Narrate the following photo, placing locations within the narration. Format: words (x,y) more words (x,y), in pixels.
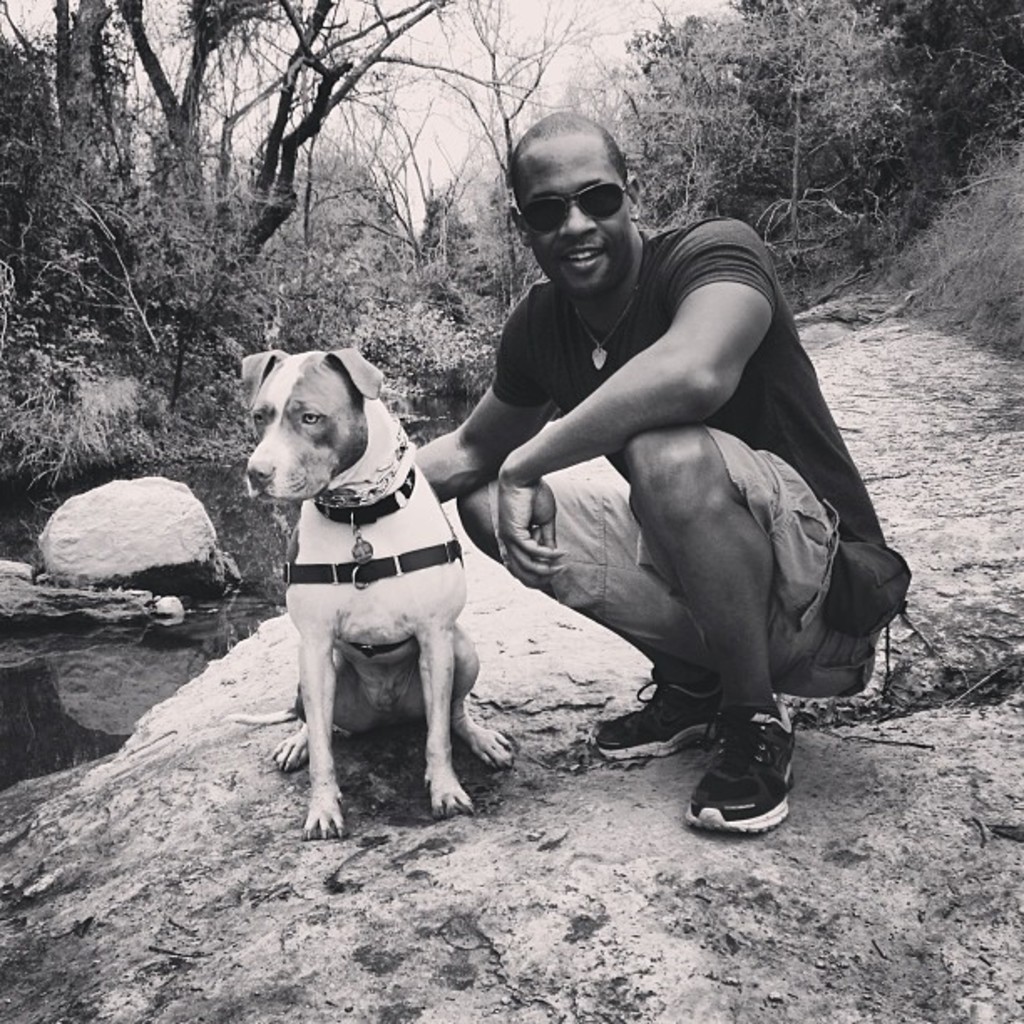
This is a black and white picture. On a rock (563,691) there is a dog (424,598) and man (529,386). Behind them there are trees (308,42) and sky (453,133).
